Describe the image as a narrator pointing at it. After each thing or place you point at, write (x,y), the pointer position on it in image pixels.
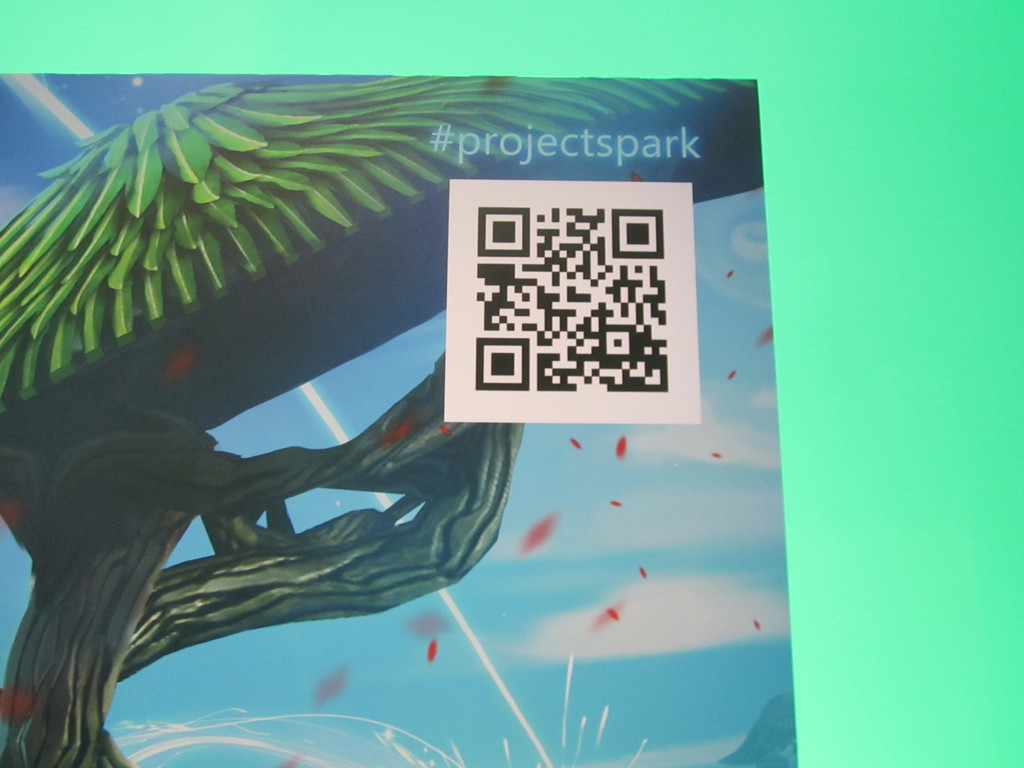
On this poster (625,703) there is a tree (58,545), QR code (600,362) and watermark (691,149). Background (284,15) it is in green color.
